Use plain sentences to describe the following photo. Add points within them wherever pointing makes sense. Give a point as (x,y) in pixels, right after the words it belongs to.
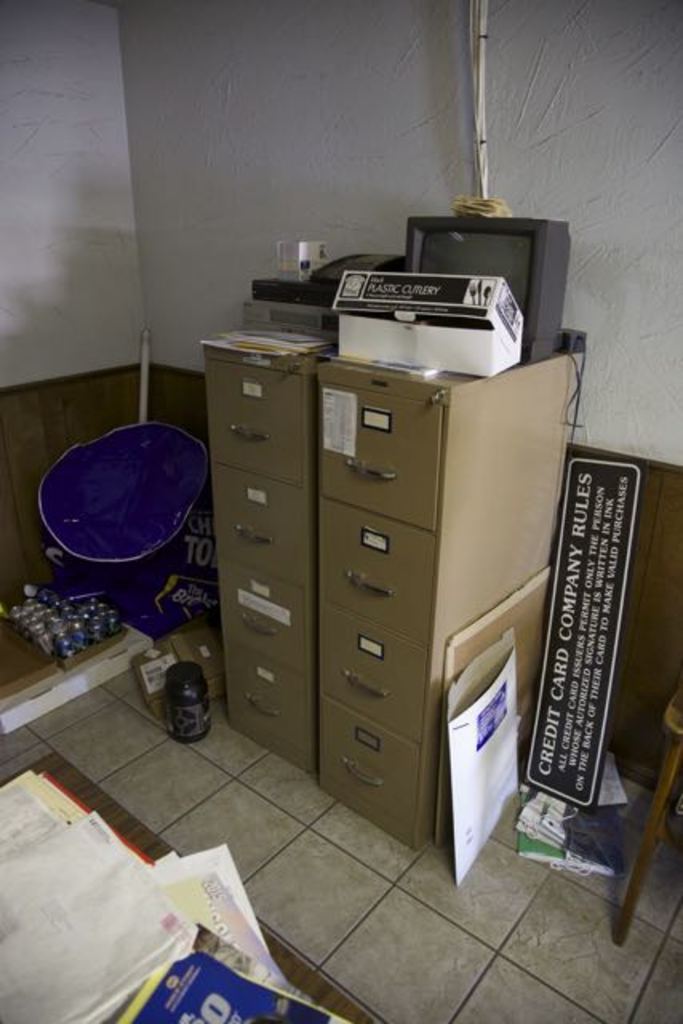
In the image we can see a television (528,244), cable wires (468,198), cupboards (396,456), board (624,462), papers (128,909), floor (382,916), wall (156,176) and other things (136,645).
